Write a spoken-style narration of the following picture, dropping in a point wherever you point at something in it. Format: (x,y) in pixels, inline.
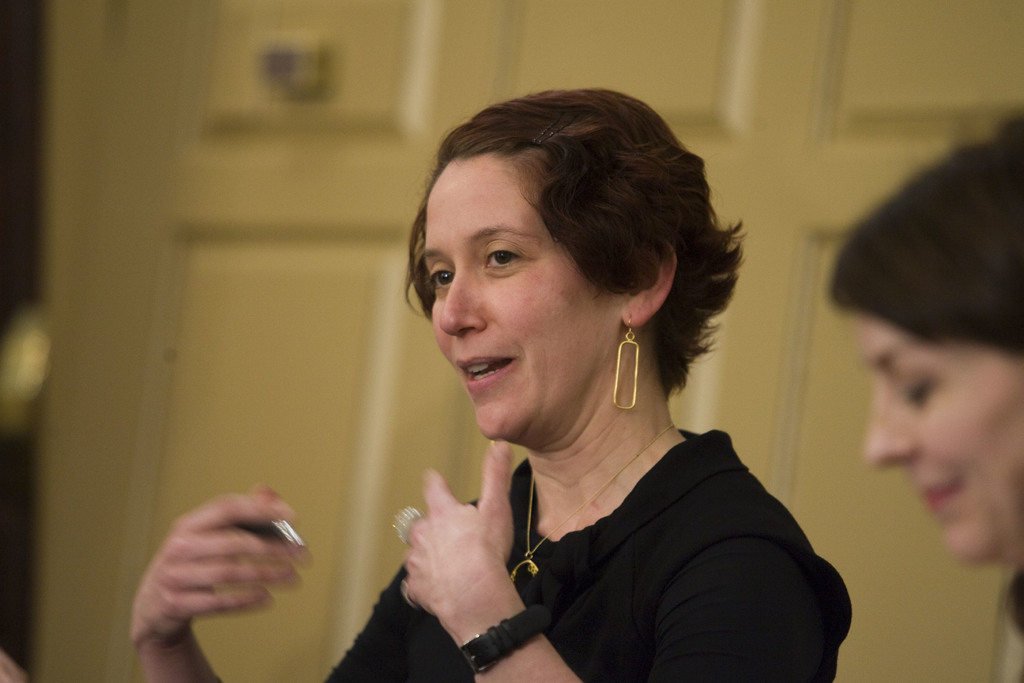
In the picture we can see woman (518,677) sitting and talking and she is in black dress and beside her we can see another woman face (935,388) with a smile and behind them we can see a door (1012,668).
